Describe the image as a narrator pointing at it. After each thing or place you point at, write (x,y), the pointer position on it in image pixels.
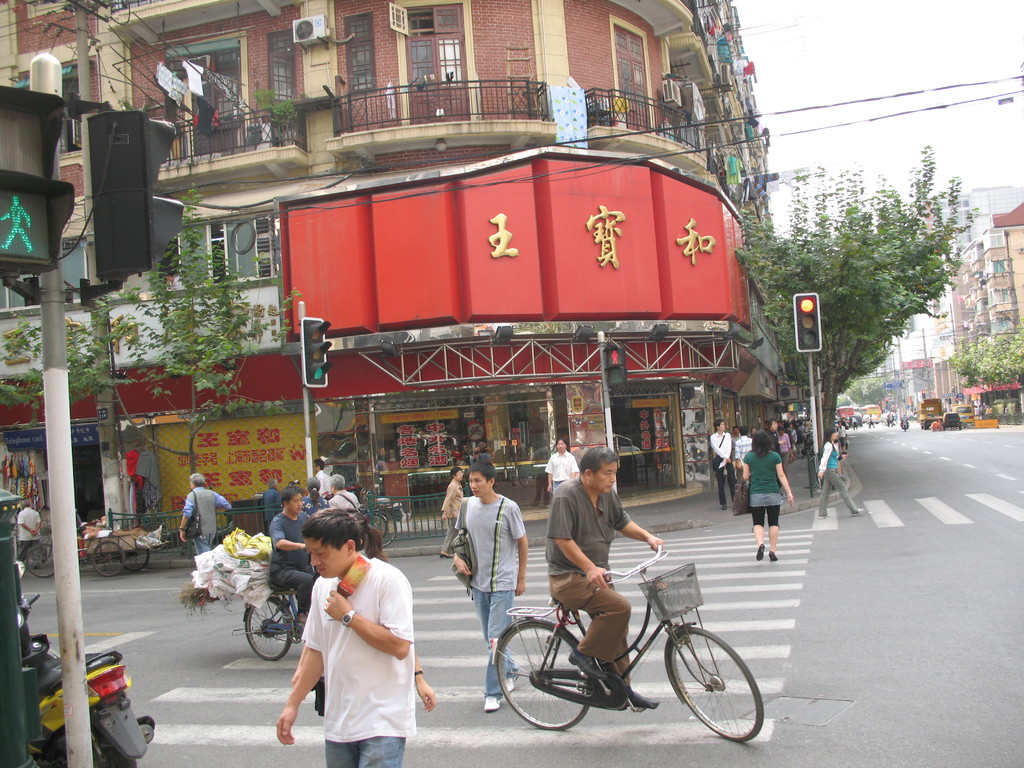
This picture shows a building (733,248), few people (747,447) walking on the road (797,596) and a person (587,458) riding a bicycle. we see couple of trees (961,368).
